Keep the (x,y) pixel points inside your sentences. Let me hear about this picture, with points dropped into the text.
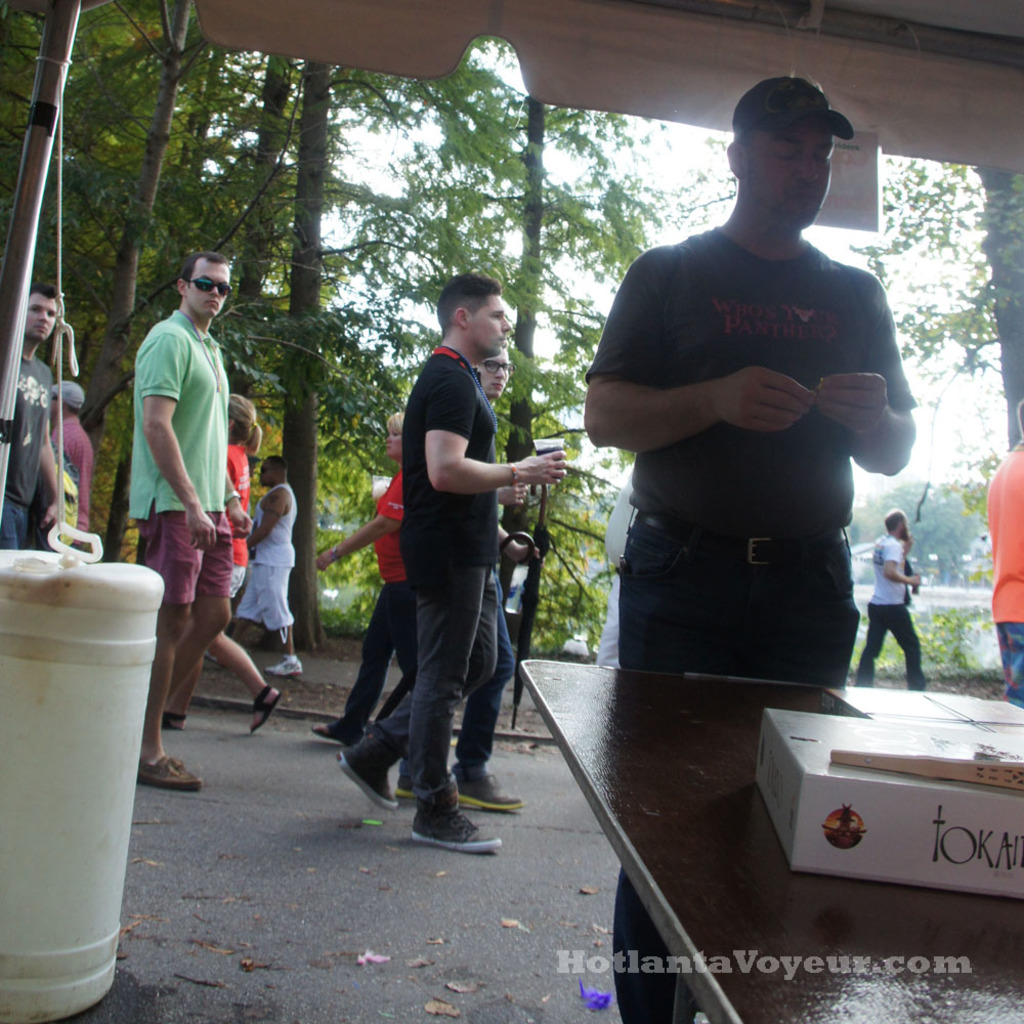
In this picture we can see people (452,794) on the ground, one person (426,723) is holding a glass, here we can see a table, box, water can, roof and some objects (527,611) and in the background (591,478) we can see trees (522,406), sky (669,229), in the bottom right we can see some text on it.
